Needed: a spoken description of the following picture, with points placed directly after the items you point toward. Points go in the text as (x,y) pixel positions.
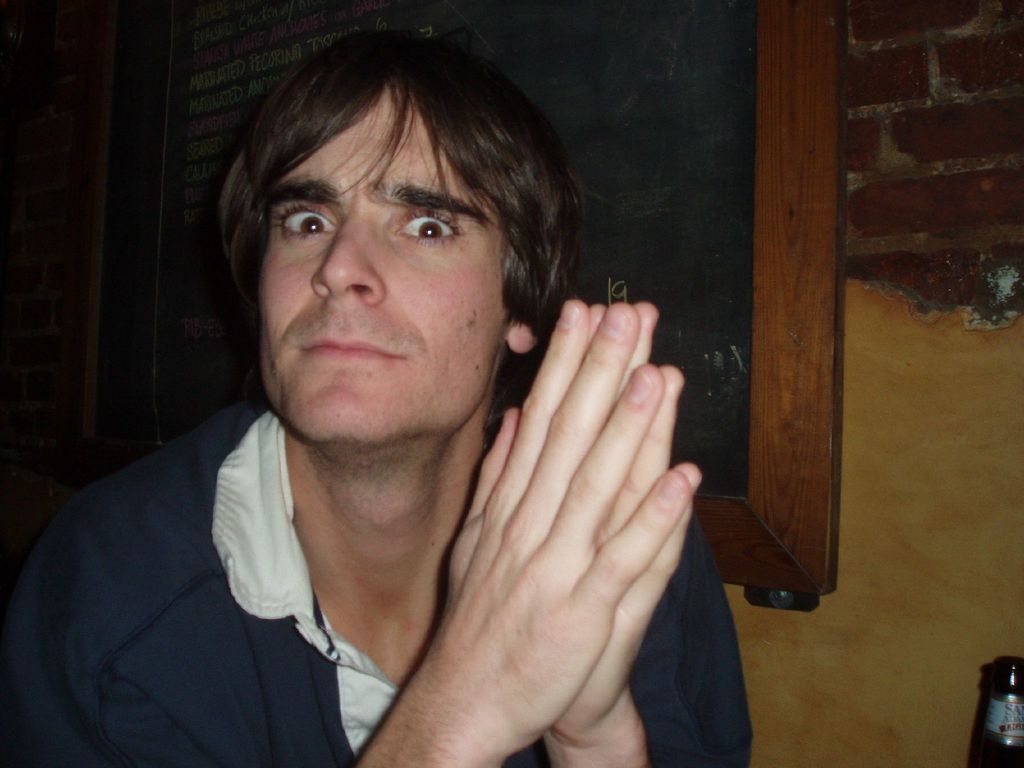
In the foreground of this image (590,561), there is a man (430,525). In the background (722,289), there is a black board (722,174), wall (973,514) and a bottle (1001,737) in the right bottom corner (1008,741).
